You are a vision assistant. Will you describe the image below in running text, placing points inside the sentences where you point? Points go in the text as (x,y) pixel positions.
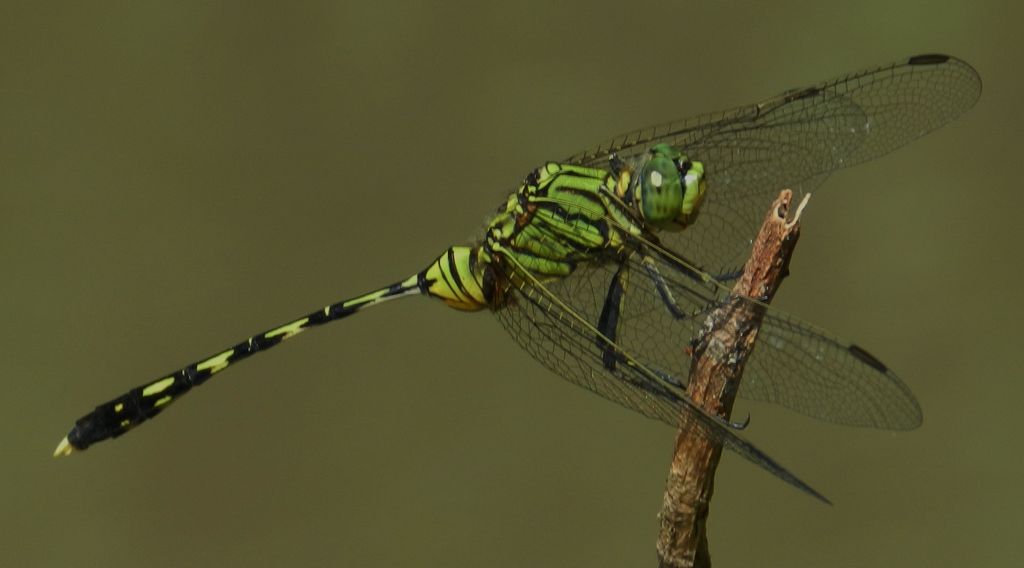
In this image I can see an insect (560,286) on the stem (786,240) and the insect (484,295) is in green and black color and I can see the green color background (28,539).
